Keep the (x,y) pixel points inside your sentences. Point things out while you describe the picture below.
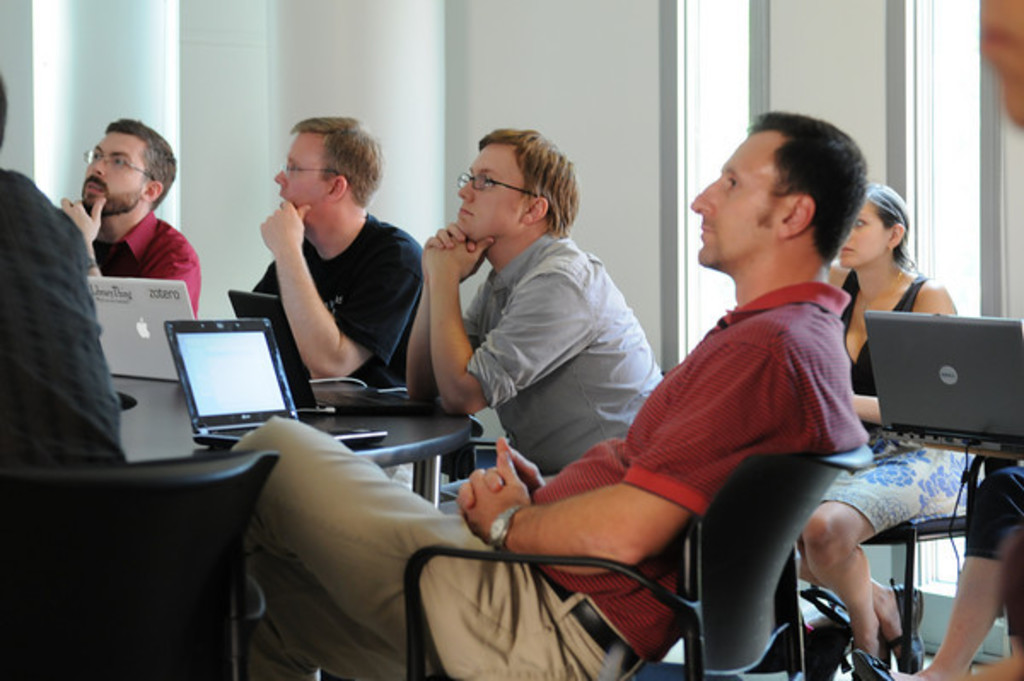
In this image I can see few men (696,377) sitting on the chairs (676,608). I can see few laptops (250,415) on the table (308,415). I can see a woman (898,452). On the right side (936,361) there is a laptop (885,427).
